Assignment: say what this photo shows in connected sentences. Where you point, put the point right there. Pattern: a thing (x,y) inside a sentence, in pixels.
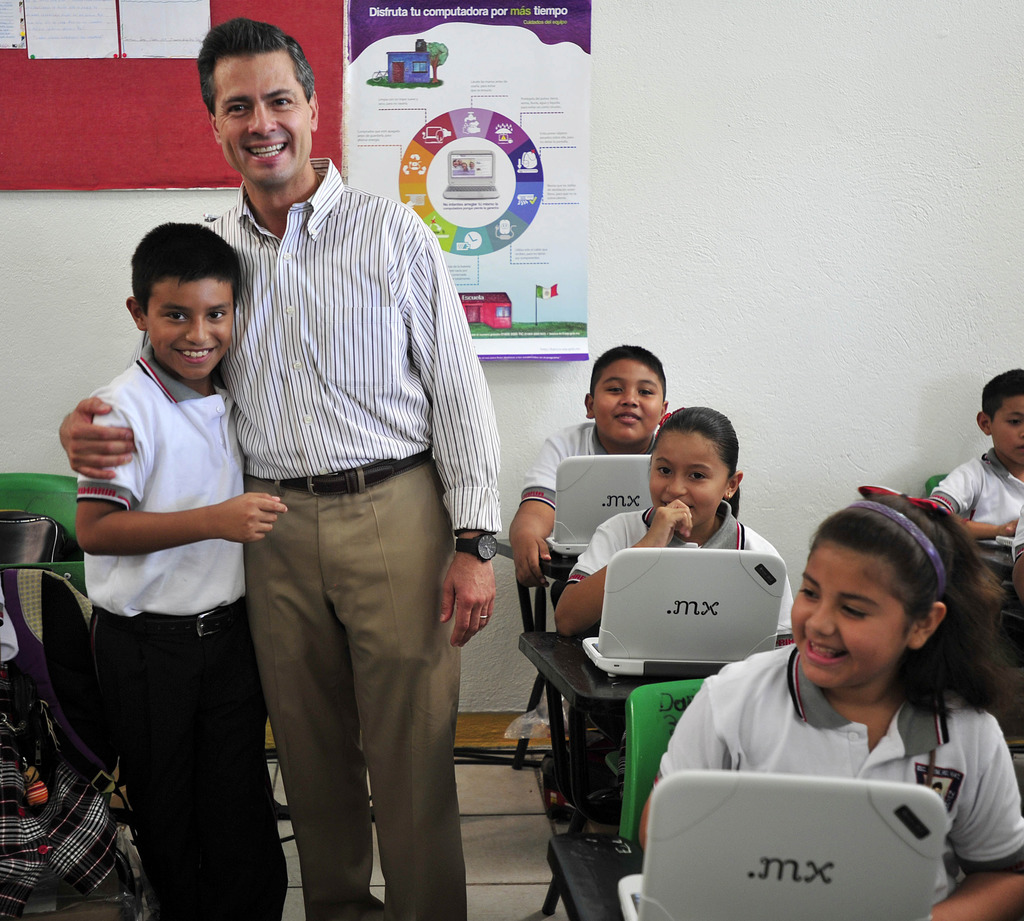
In the picture there is a classroom (542,897), there are children (569,624) sitting on the chairs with the tables (540,637) in front of them, on the tables (537,651) there are laptops (656,635) present, beside there is a man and a boy (151,373) standing together, behind them there is a wall (814,514), on the wall (814,514) there is a board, on the board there are papers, there is a poster (368,7) present on the wall (774,395) with some text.
